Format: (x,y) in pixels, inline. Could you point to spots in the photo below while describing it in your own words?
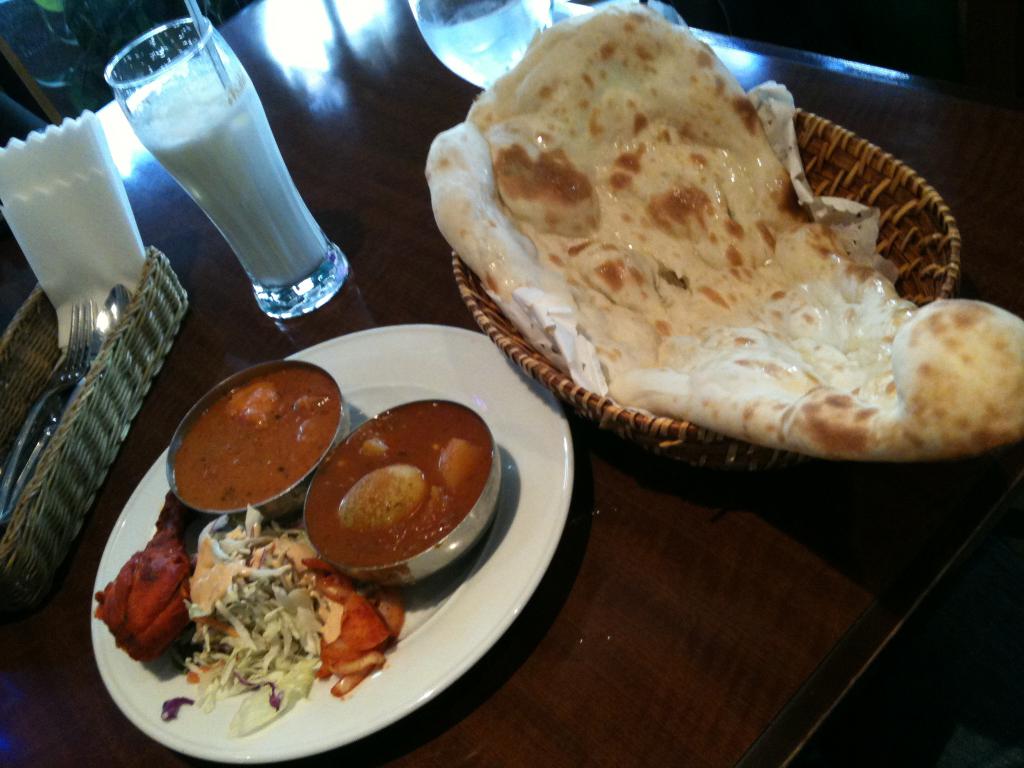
In this image we can see a roti (801,311) in the basket (874,169), there is the food item (441,410) in the plate (515,443), there are the glasses (494,41) on the table (339,164).
